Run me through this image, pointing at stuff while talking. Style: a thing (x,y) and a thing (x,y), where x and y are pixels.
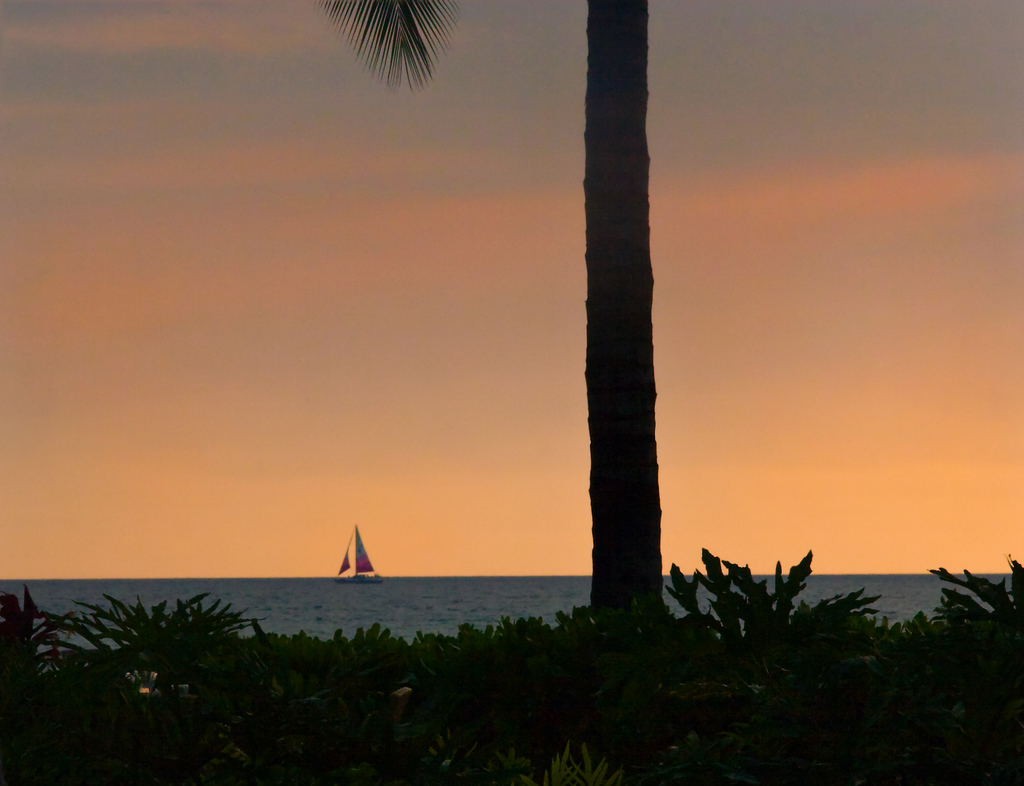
At the bottom of this image (463,737) there are many plants (310,742). In the background (344,582) there is a boat (358,574) on the water (377,598). In the middle of the image (631,380) there is a tree trunk (622,343). At the top of the image (445,178) I can see the sky (423,265) and few leaves (376,52) are visible.
